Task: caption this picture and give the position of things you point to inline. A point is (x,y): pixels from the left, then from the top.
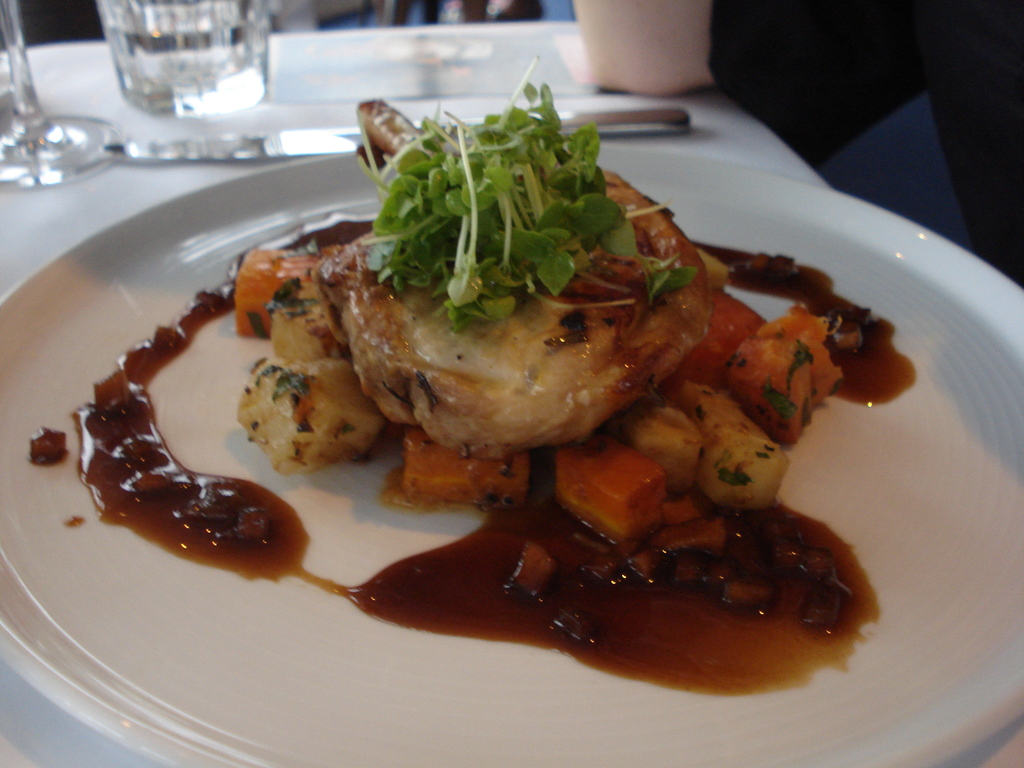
In the picture I can see food items (487,417) in a plate (426,513). In the background (104,152) I can see glasses (173,79) and some other objects (120,147) on a white color table (190,129). The background of the image (167,159) is blurred.
